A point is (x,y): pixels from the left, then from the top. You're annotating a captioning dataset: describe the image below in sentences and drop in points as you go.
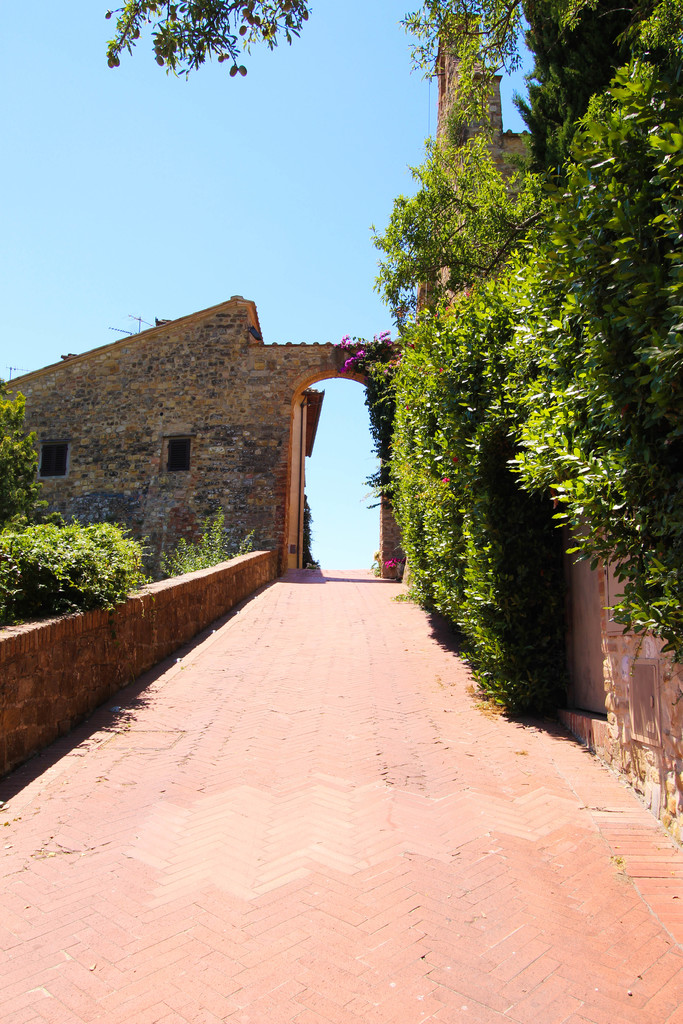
In this image on the right side (487,383) there are plants (531,453). On the left side (38,539) there is a wall (99,643) and there are plants (57,544). In the background (150,464) there is a wall (186,483) and there are flowers (361,352).
